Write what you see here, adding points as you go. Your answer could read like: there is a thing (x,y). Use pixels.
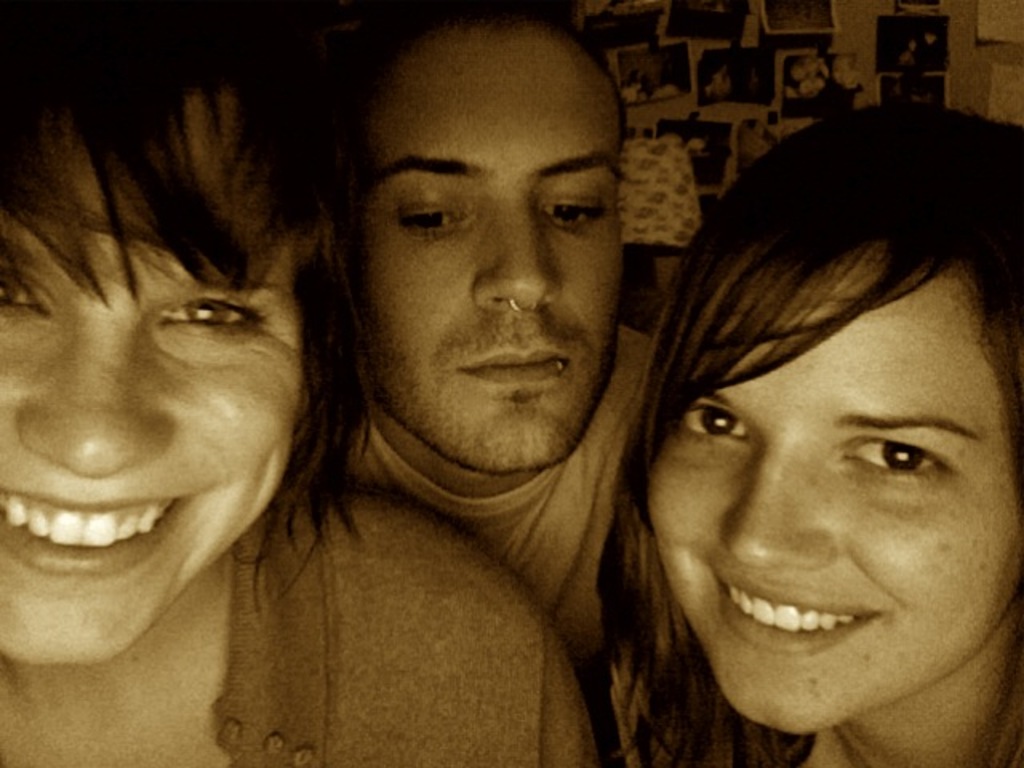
In this picture, we see two women (468,554) and a man (464,419). Two women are smiling and they are posing for the photo. In the background (694,156), we see a white wall (683,111) on which the photo frames (820,100) and poster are placed. We even see a bag (664,188) in white color.
